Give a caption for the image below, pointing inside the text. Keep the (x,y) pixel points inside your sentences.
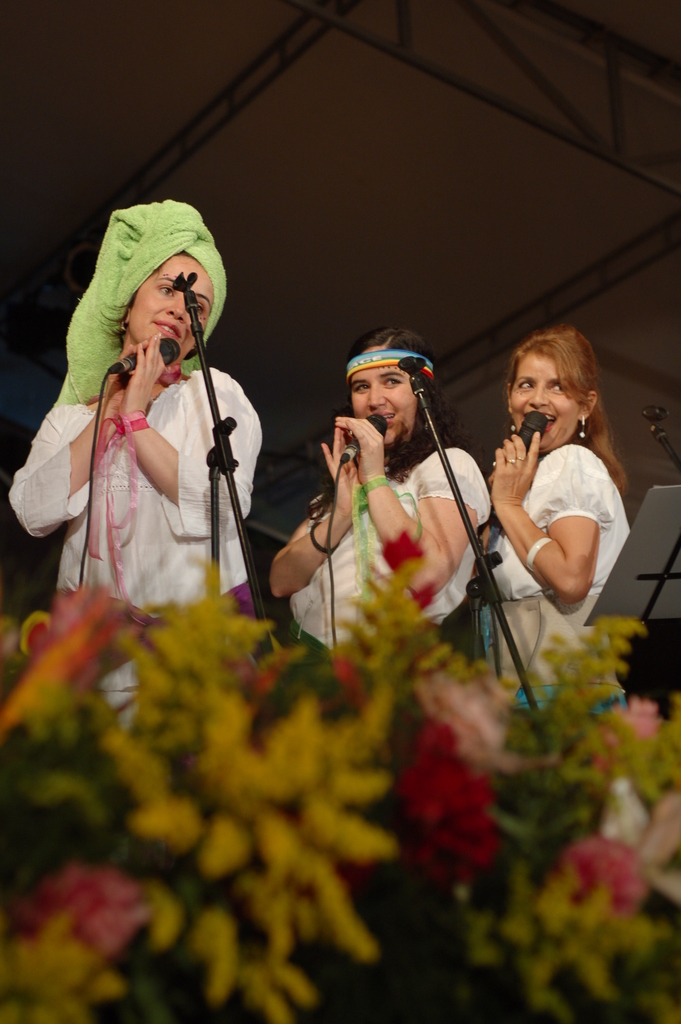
In this picture we can see few women (292,589), they are holding microphones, in front of them we can find a stand (677,599) and flowers (448,789), in the background (516,316) we can see few metal rods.
